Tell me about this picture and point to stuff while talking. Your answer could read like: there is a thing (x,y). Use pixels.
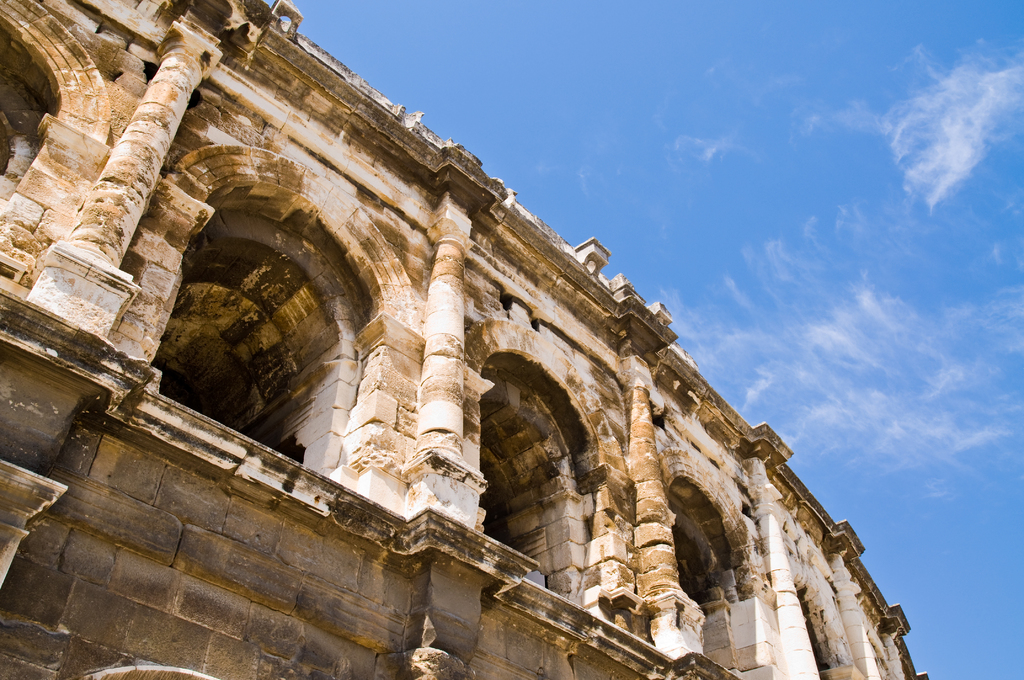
In this image we can see a stone monument (407,523). At the top of the image (517,102) there is sky (600,38).
